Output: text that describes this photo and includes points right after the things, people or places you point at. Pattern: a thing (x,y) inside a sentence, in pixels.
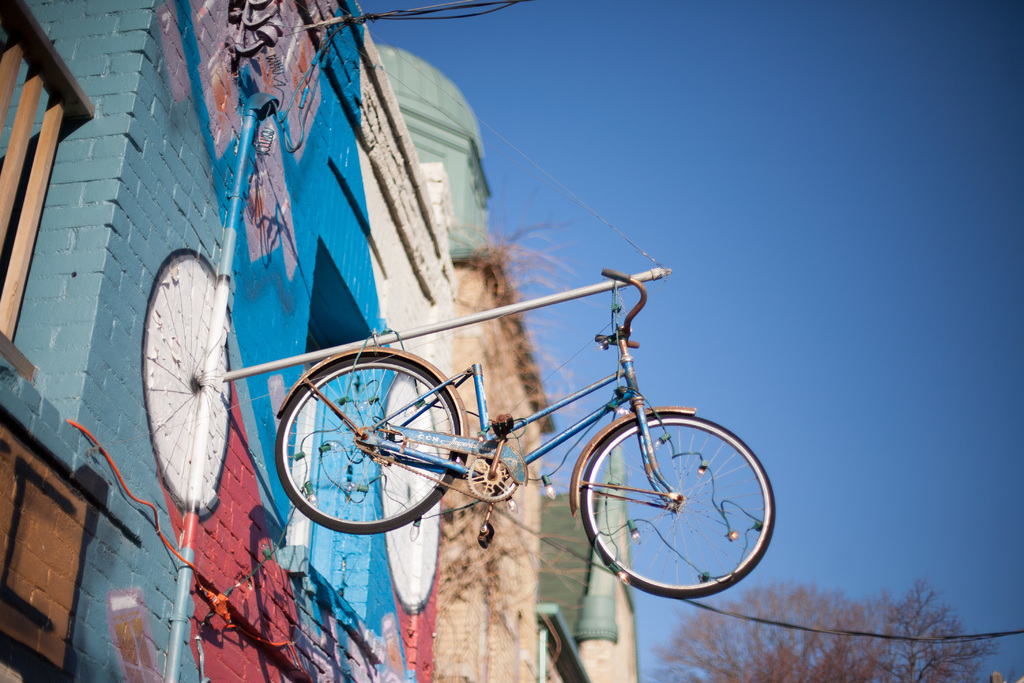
In this image I can see a bicycle (462,453) on a wire (970,634). There are buildings (229,492) on the left (307,536). It has a pipe (215,330) and there is a tree (751,631) at the back (776,649).
